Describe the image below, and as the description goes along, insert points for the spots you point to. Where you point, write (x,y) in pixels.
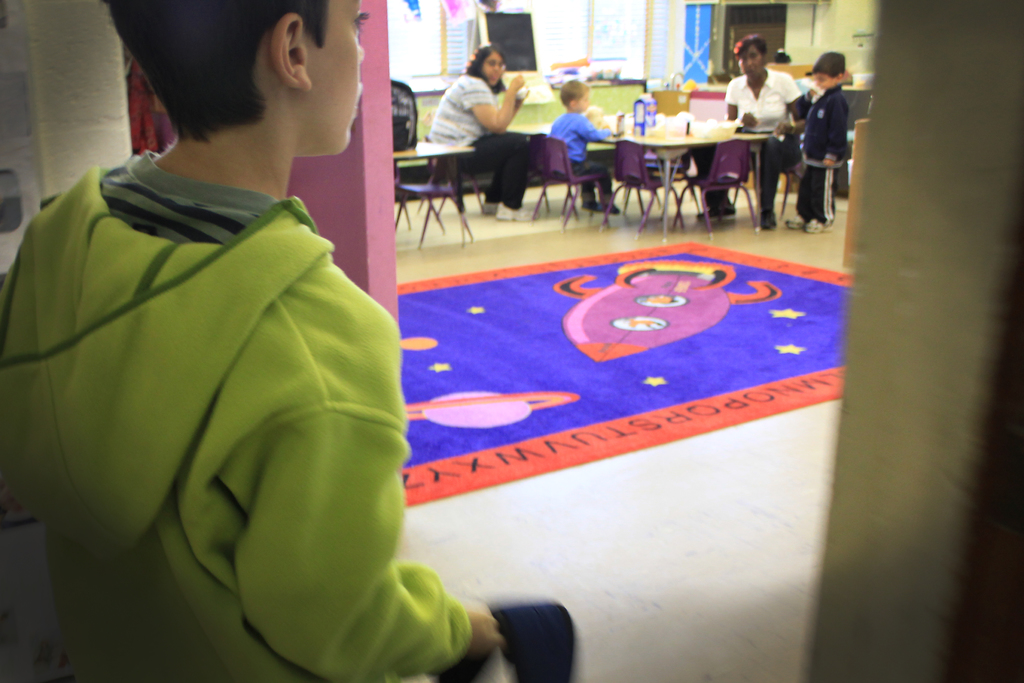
In this image I can see there are two women (744,79) and two boys (819,112) visible in front of the table (619,128) and one boy (559,133) and one woman (514,189) sitting on the chair (554,159) and another boy (837,106) standing on the floor (782,234) and I can see blue color carpet (558,451) in the middle (561,454). And I can see a boy (280,321) wearing a green color t-shirt (200,376) on the left side (67,383).
